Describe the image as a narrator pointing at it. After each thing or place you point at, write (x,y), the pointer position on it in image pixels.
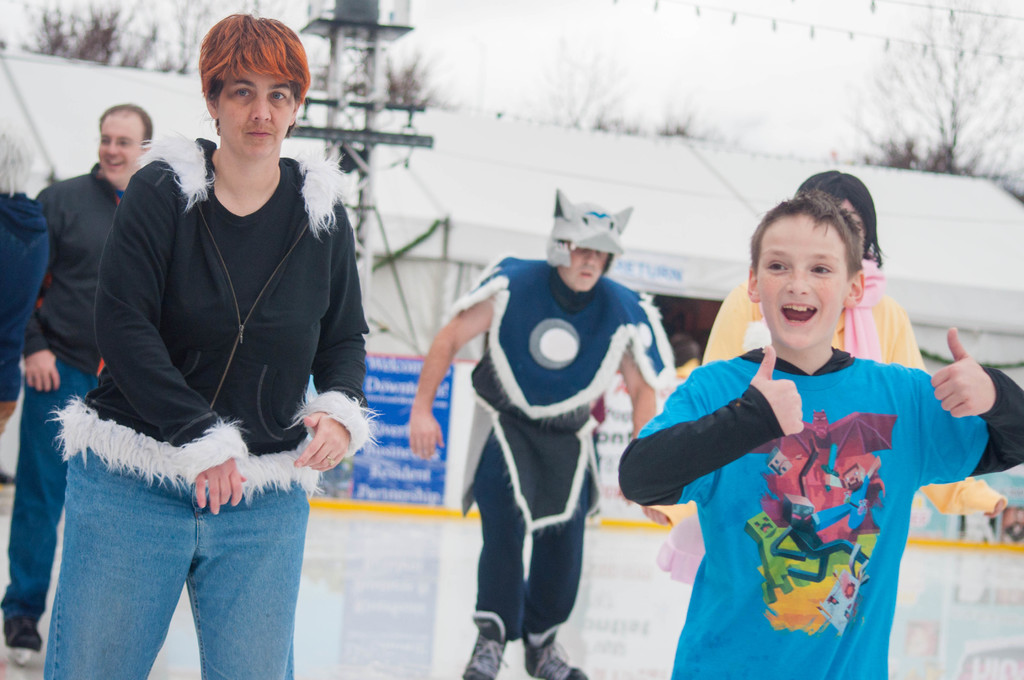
In this image we can see few people (306,254) and in the background (494,218) there is a tower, building (534,202), banner (396,485) with text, trees (977,77) and the sky (762,74).
